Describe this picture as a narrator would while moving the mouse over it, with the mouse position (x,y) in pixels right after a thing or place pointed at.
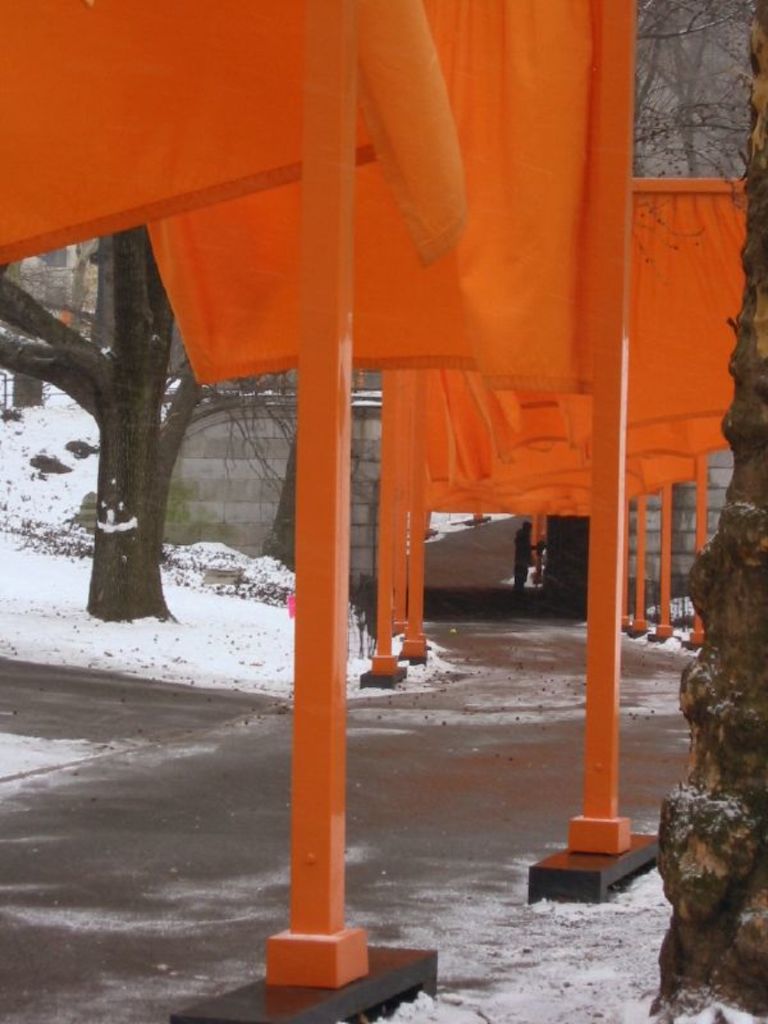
In this image we can see few cloths (494,261), few buildings (179,511), few trees (119,296) and some snow (40,494) on the ground (512,971).
